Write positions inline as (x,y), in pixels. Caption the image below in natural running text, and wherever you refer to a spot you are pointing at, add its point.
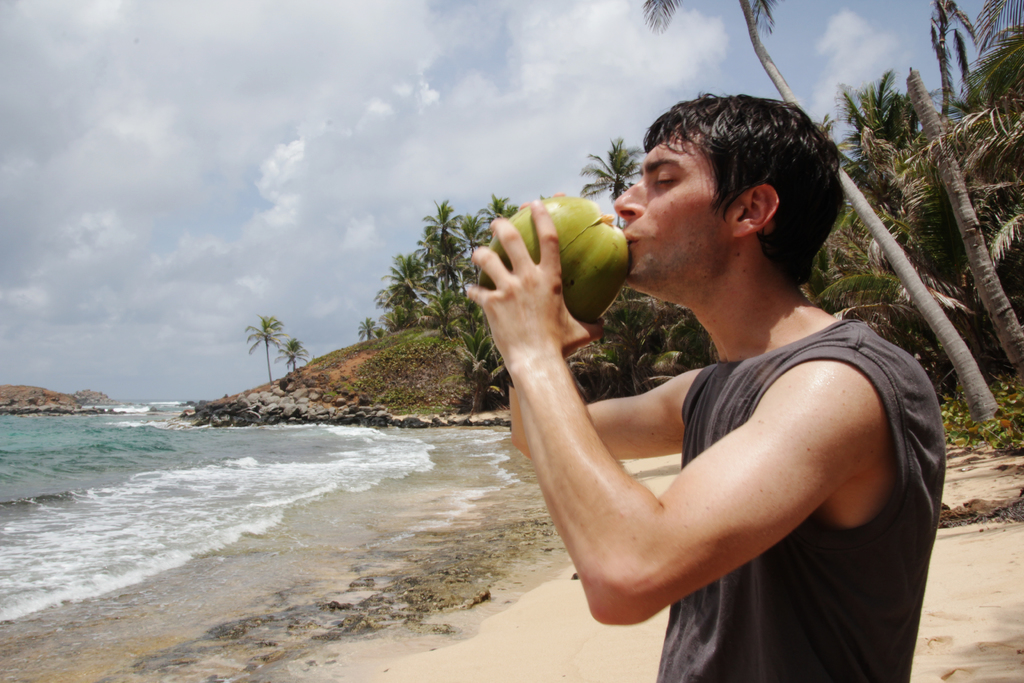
In this image in the foreground (696,117) there is one person (603,608) who is holding a coconut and drinking. In the background (469,318) there are some trees (902,173) and beach (330,558), and at the bottom (431,663) there is sand (950,611) and at the top (484,140) there is sky (292,180).
